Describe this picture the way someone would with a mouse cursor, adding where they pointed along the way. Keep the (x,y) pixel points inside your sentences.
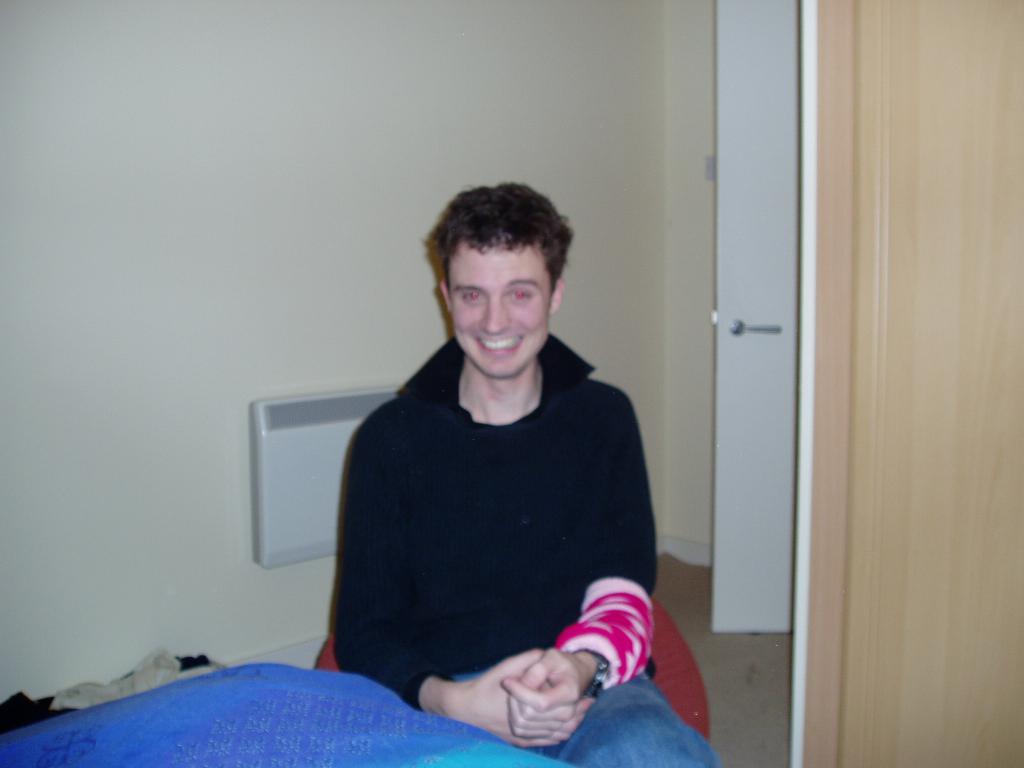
In this picture there is a person (525,517) wearing black shirt (525,517) is sitting and there is a blue object (315,725) beside him and there is a white color object (291,489) behind him and there is a door (760,340) in the right corner (773,332).
